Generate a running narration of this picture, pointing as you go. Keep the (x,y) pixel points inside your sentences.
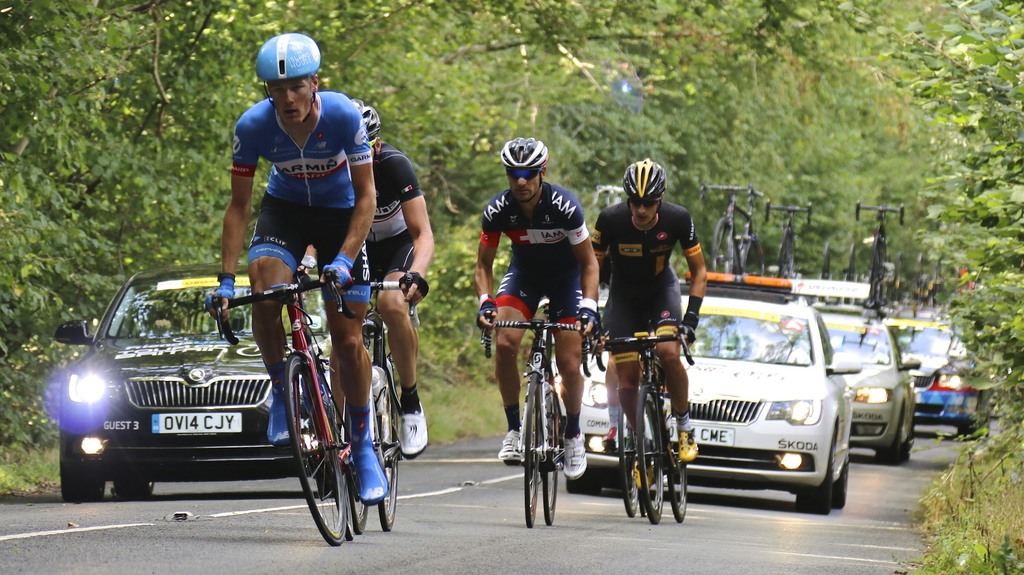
In this image a group of people (480,261) are cycling on the road (481,528), And a few cars (789,401) are following the cycling persons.
